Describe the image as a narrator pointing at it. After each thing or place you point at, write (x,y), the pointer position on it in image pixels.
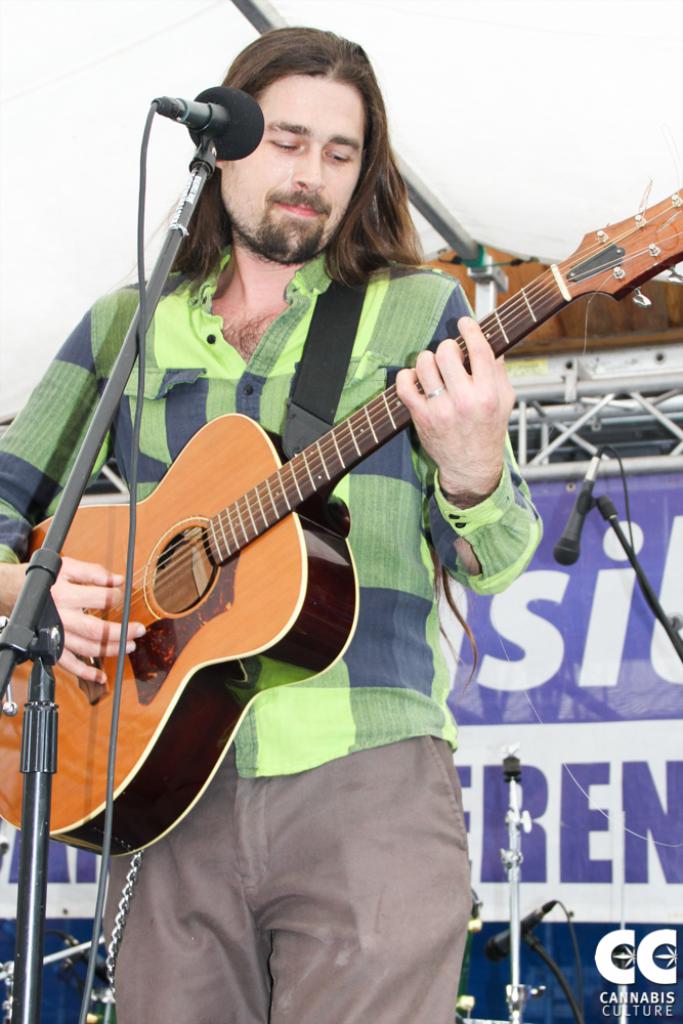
In this image, there is a man (364,793) he is standing and holding a music instrument (187,595) which is in yellow color, in the left side (214,126) there is a microphone (221,121) which is in black color, in the background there are some microphones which are in black color, there is a poster (578,636) which is in blue color.
